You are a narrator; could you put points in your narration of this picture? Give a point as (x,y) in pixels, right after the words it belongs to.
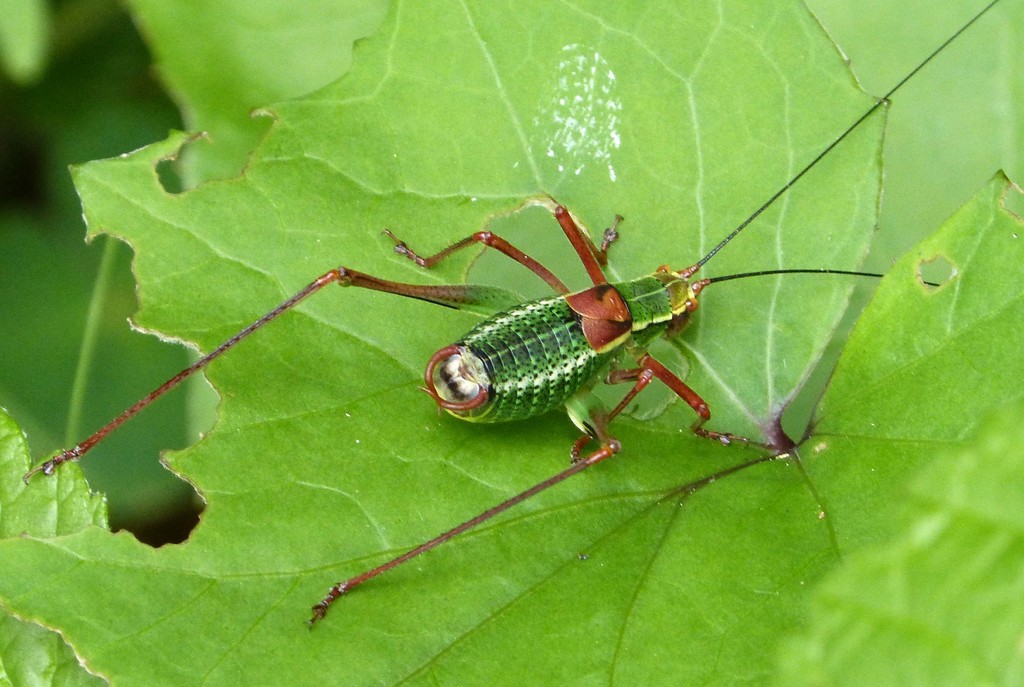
There is an insect (528,492) laying on the leaf (718,52), the insect (513,357) is of green and brown color.
